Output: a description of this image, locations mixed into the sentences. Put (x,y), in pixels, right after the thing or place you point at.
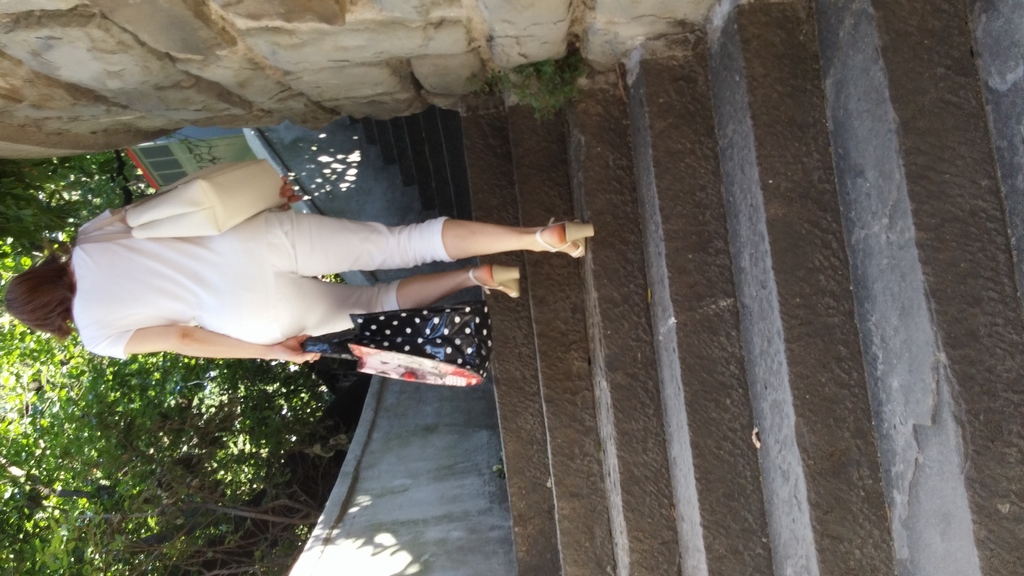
In this picture we can see a woman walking and in the background (410,465) we can see a wall (441,456), trees (236,395).
